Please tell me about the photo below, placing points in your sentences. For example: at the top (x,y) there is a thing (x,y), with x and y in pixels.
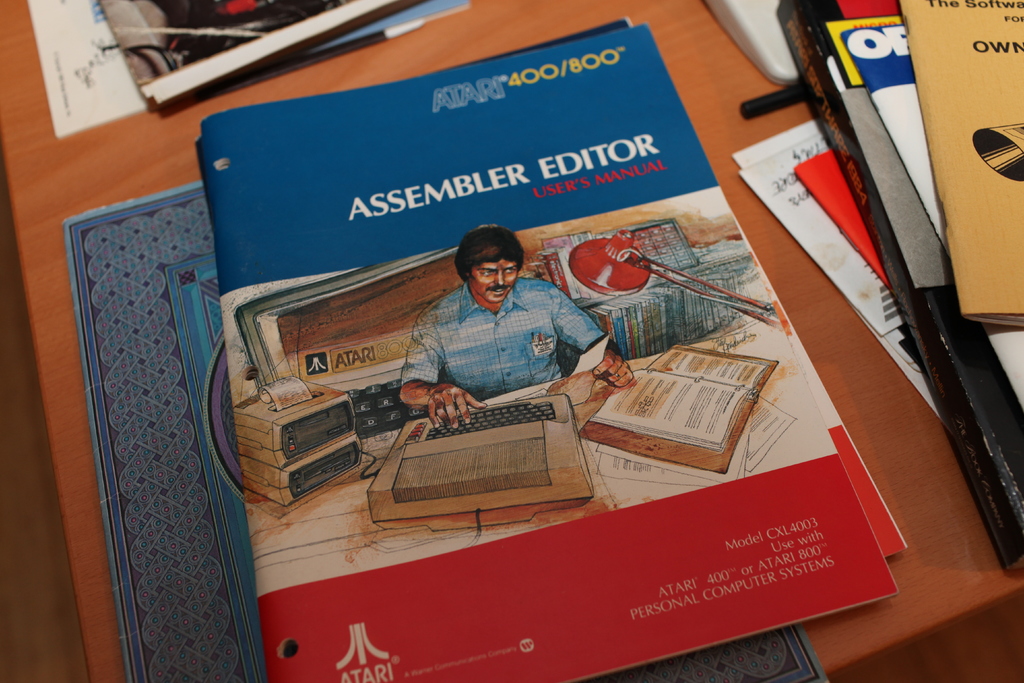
In this image we can see books (359,446) on the table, here are the papers (988,336) on it.
